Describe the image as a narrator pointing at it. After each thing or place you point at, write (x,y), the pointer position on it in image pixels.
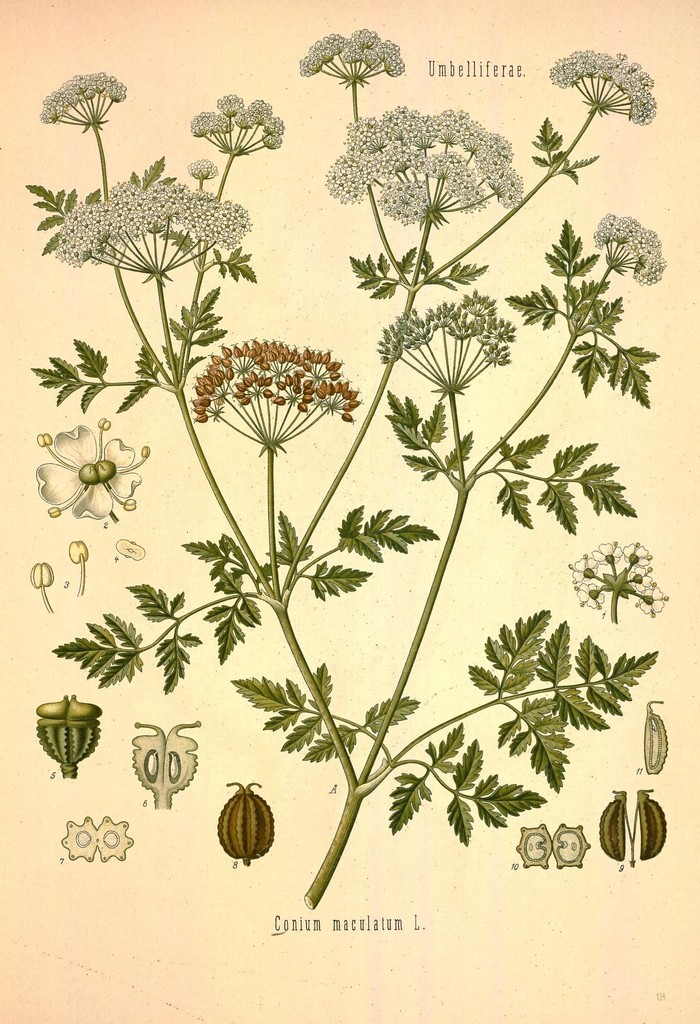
This is a painting and here we can see a plant (332,407) with flowers (117,448) and there are buds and we can see some text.
